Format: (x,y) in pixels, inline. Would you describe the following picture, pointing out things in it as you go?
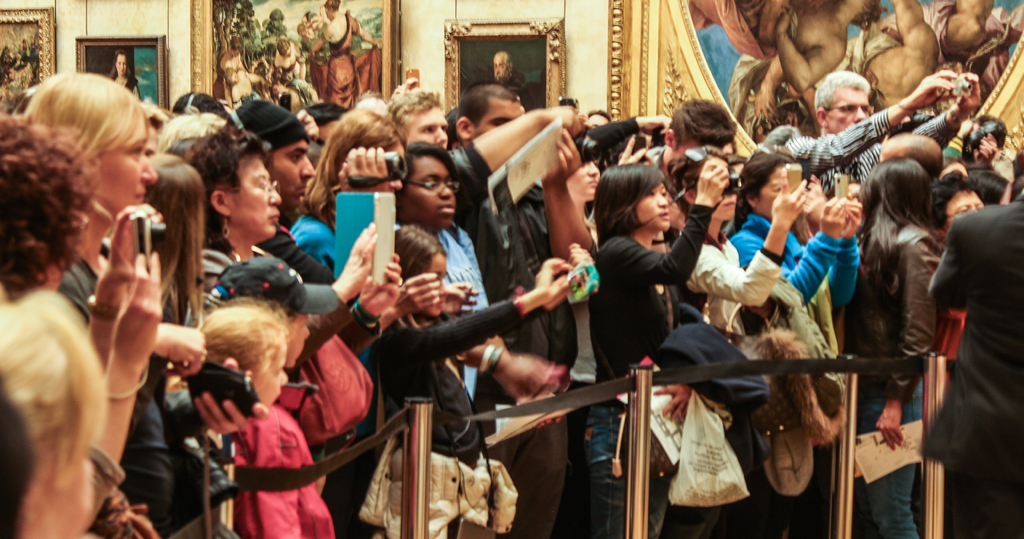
In the image there are many people (562,216) standing and holding the cameras (137,240) and mobiles (374,221) in their hands (425,275). In front of them there are poles (405,531) with black belt (337,455). In the background (560,10) there is a wall (419,42) with frames (129,54) and images (906,56) in it.
